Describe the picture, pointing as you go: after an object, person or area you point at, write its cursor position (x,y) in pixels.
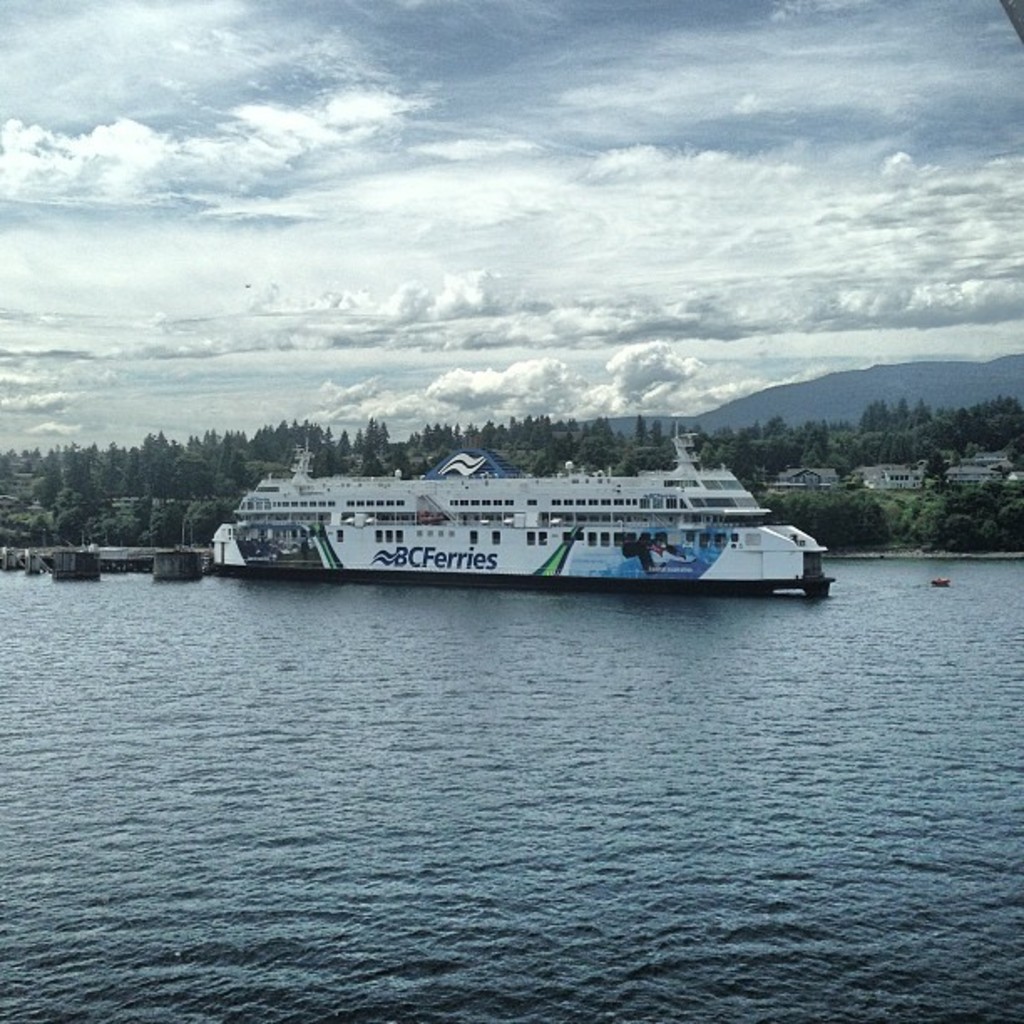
There is a ship (468,551) on the water (532,684). On the ship (418,517) there are windows (570,500) and something is written. In the background (276,442) there are trees (862,452), buildings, hills (851,400) and sky (504,261) with clouds (532,250).
